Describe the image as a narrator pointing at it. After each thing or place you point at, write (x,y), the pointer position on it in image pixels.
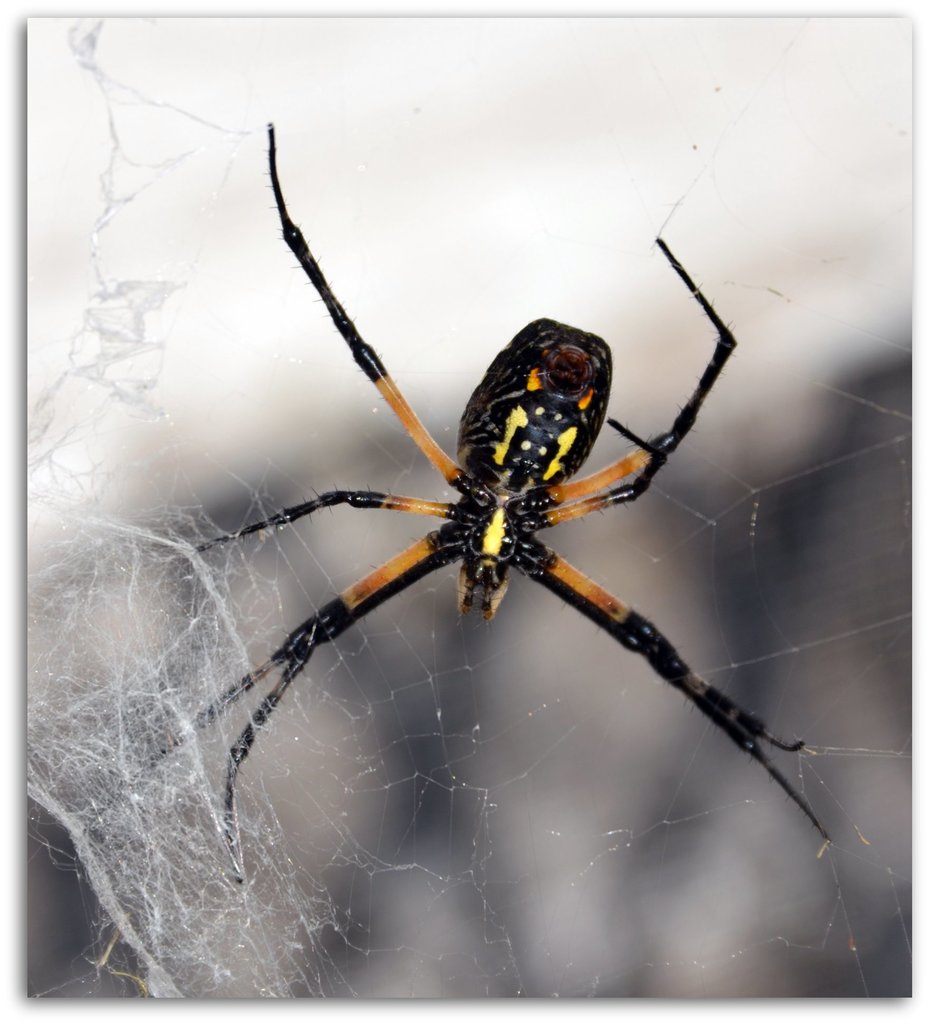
In this picture I can see there is a spider (488,604) and it has legs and body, there is a web (99,408) around it and the backdrop (636,579) is blurred.
